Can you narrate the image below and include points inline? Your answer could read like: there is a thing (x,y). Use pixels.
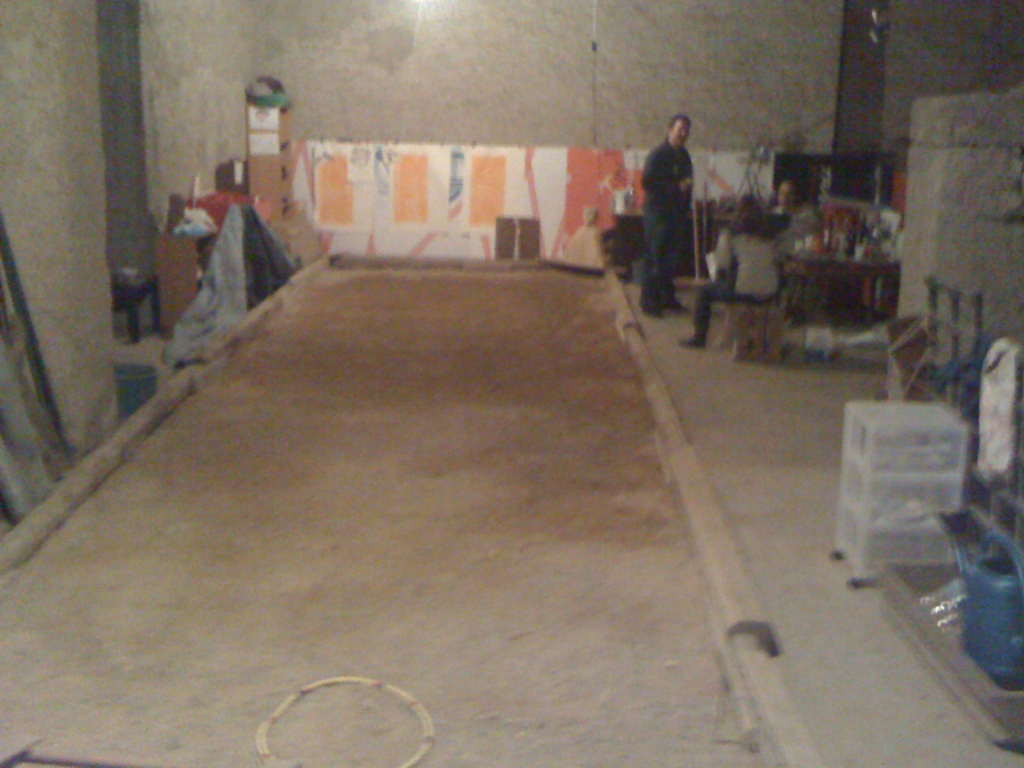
In this picture we can see small ground (536,383) in the front. Behind there is a man (668,243) standing and looking into the camera and some canvas posters (518,194). On the right side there is box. Behind there is a brown wall (677,54).
